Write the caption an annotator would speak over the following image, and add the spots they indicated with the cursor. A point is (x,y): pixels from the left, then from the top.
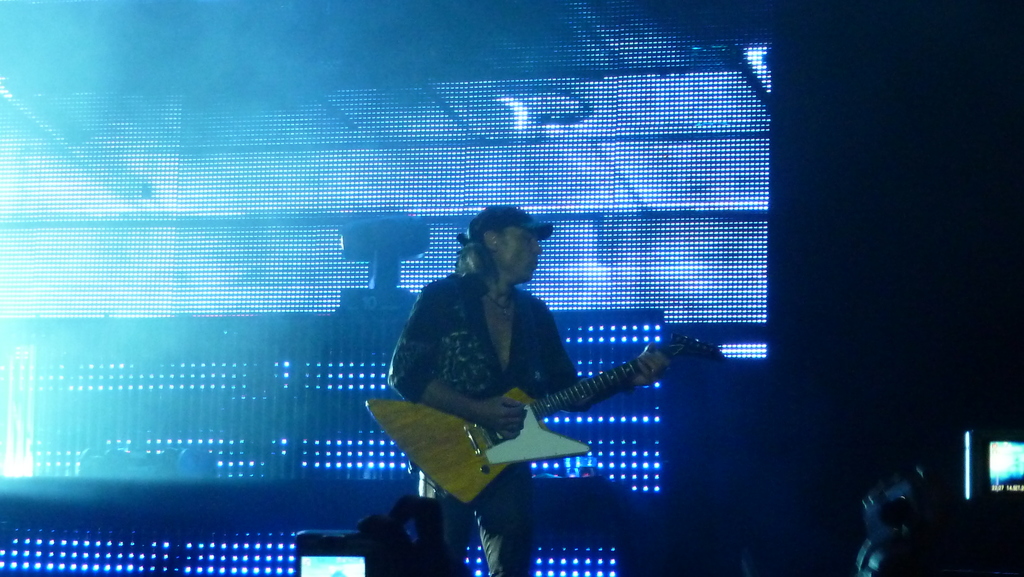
Here we can see a person (494,369) playing a guitar (524,447) and he is wearing a cap (530,220) and behind him we can see colorful lights (349,126) background (731,312) present.
